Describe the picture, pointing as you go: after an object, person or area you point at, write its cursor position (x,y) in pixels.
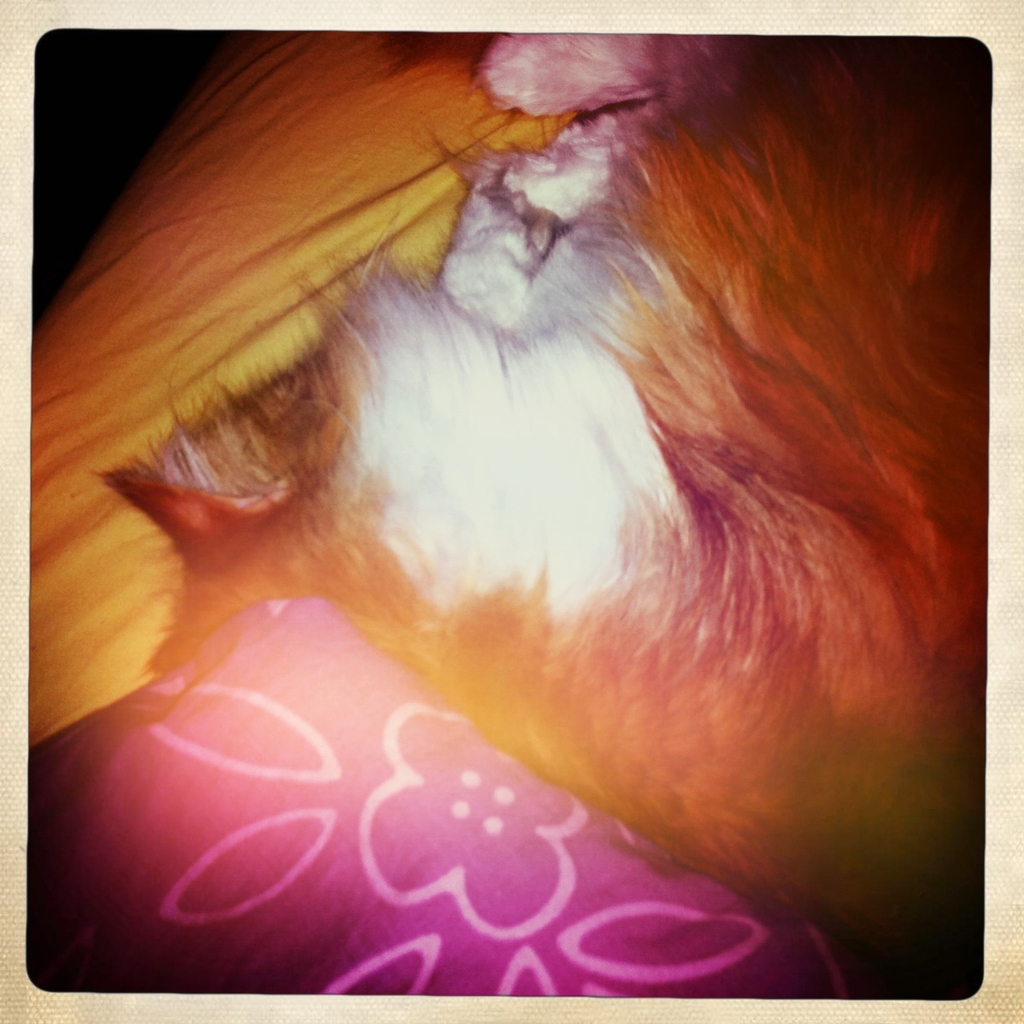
This image looks like a photo frame in which I can see an animal (670,542) and a pillow (483,753). The background (85,121) is dark in color.
